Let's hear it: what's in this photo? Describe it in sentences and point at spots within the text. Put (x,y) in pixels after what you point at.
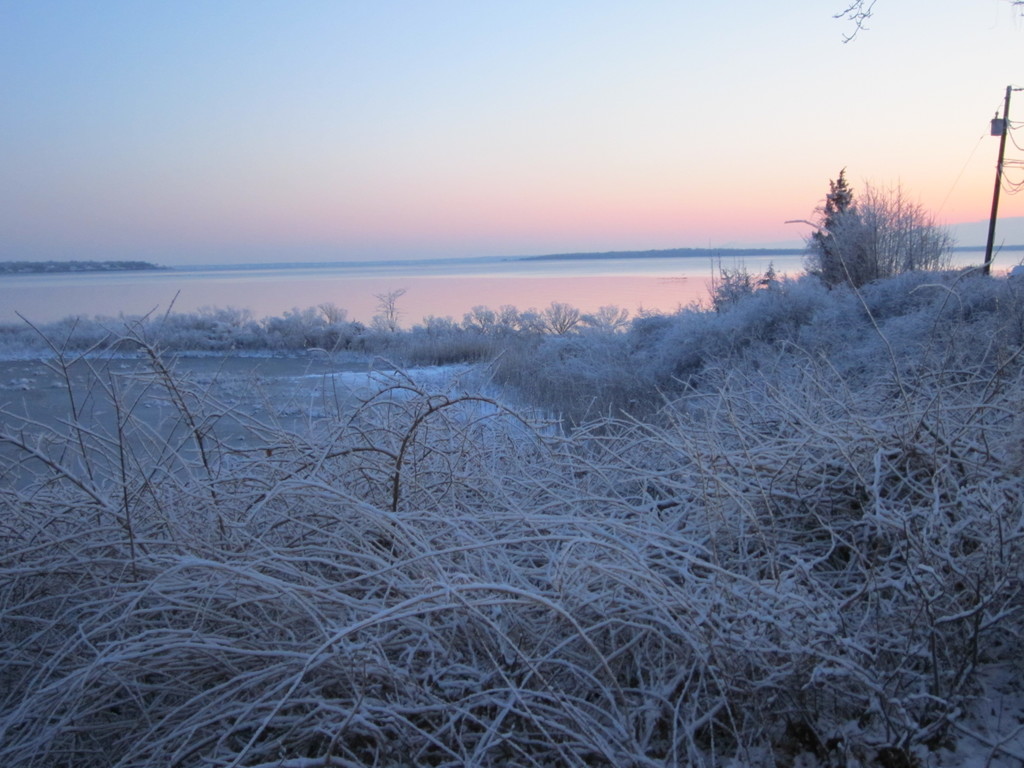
In this picture I can see the snow (523,397). I can see the plants (919,410). I can see the electric pole (1001,165) on the right side (997,214). I can see water (378,283). I can see clouds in the sky (1008,200).
